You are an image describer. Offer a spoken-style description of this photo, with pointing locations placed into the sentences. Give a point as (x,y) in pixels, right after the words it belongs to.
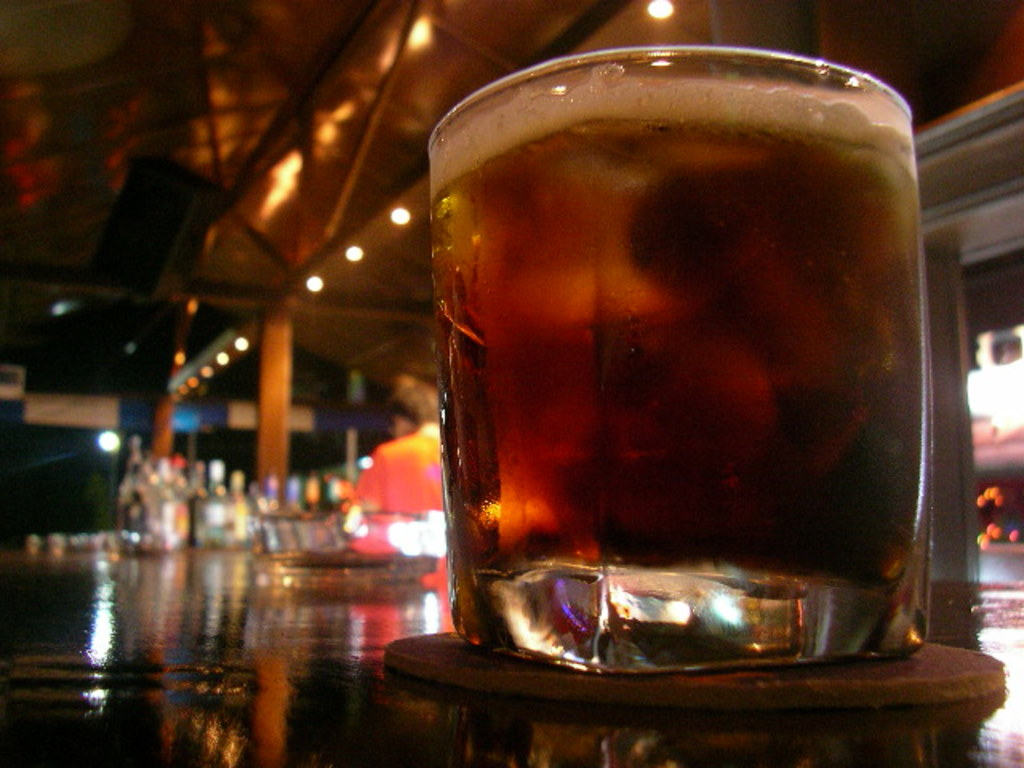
In this image there is a glass (802,430) filled with some drink (647,378) is on a plate (963,662) which is kept on the table (319,657). Left side (173,546) there are few bottles (234,520), before it there is a bowl (371,556) kept on the table (230,589). Behind the table (256,601) there is a person (406,463). Few lights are attached to the roof (294,306). A sound speaker (118,209) is attached to the roof (225,255).
